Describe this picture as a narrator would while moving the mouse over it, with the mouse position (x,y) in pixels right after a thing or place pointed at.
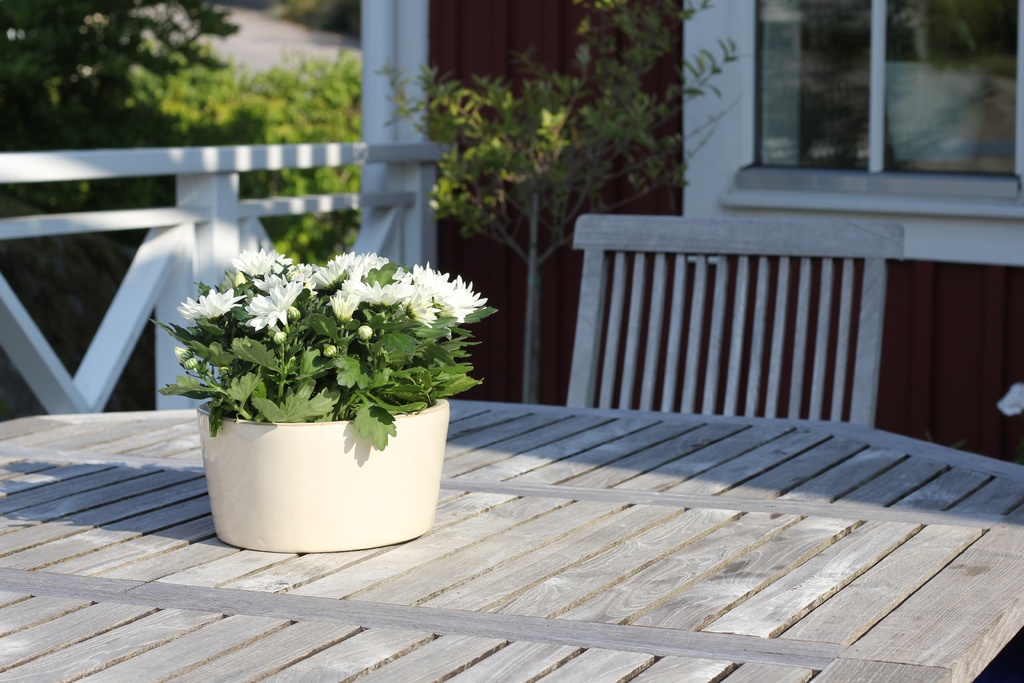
There is a plant (300,342) with flowers (346,290) placed on the table (150,496). There is a chair (716,338), in front of a table (678,509). In the background (218,170) there is a railing (209,189) and some plants (522,148) here. We can observe a window (858,122) also.
